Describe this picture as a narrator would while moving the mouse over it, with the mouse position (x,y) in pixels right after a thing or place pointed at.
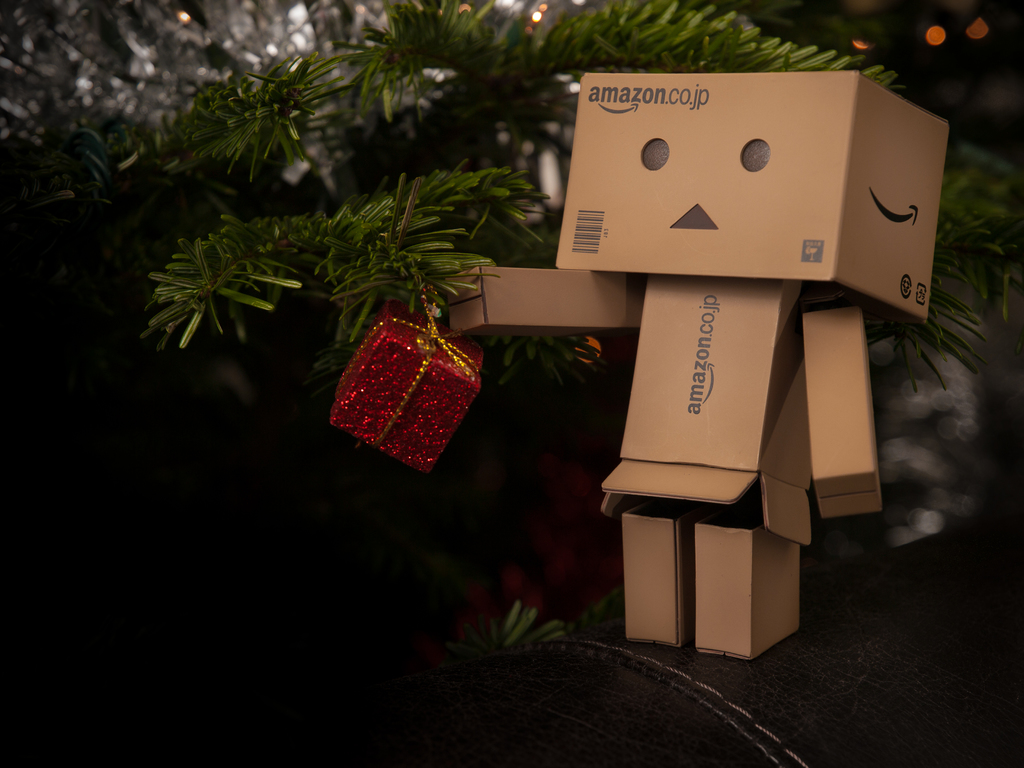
In this picture there is a cardboard toy (798,242) on the right side of the image (785,380) and there is a gift box (461,391) in the center of the image (364,372) and there are plants (504,180) in the image.
